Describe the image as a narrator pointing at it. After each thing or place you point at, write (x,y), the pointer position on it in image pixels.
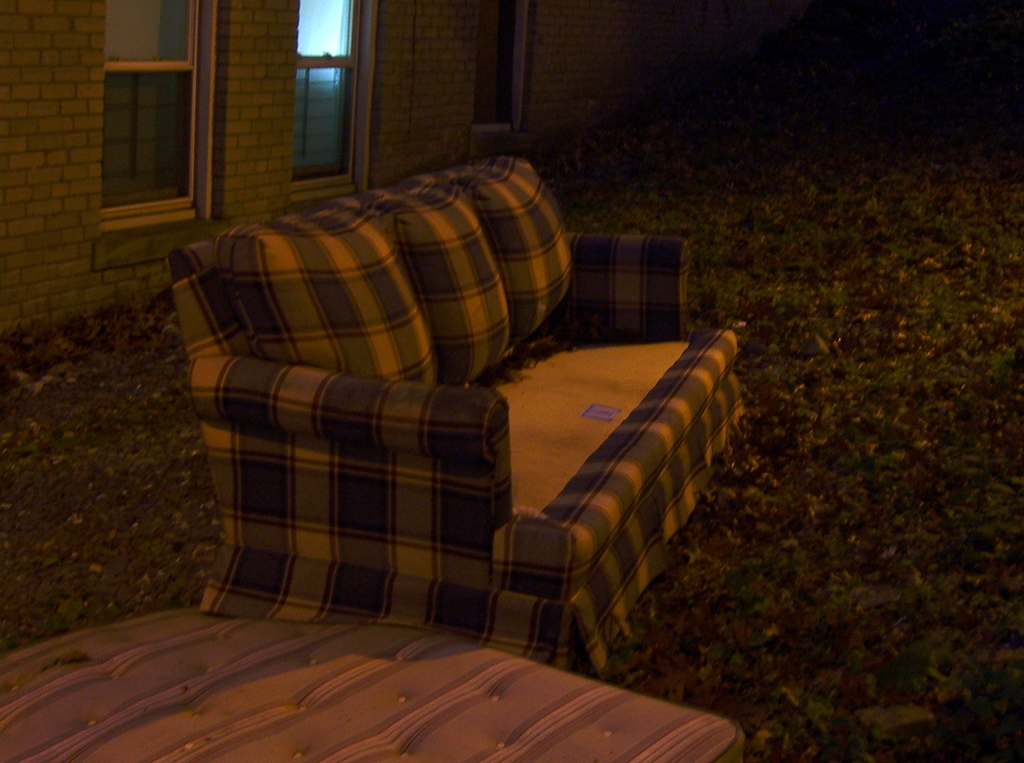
At the bottom (442,713) it is looking like a bed (312,705). In the center (485,380) there is a couch (469,320). On the left (166,85) there are windows (371,56) and wall (33,149). On the right (894,363) it is not clear. At the top (689,30) it is dark.
